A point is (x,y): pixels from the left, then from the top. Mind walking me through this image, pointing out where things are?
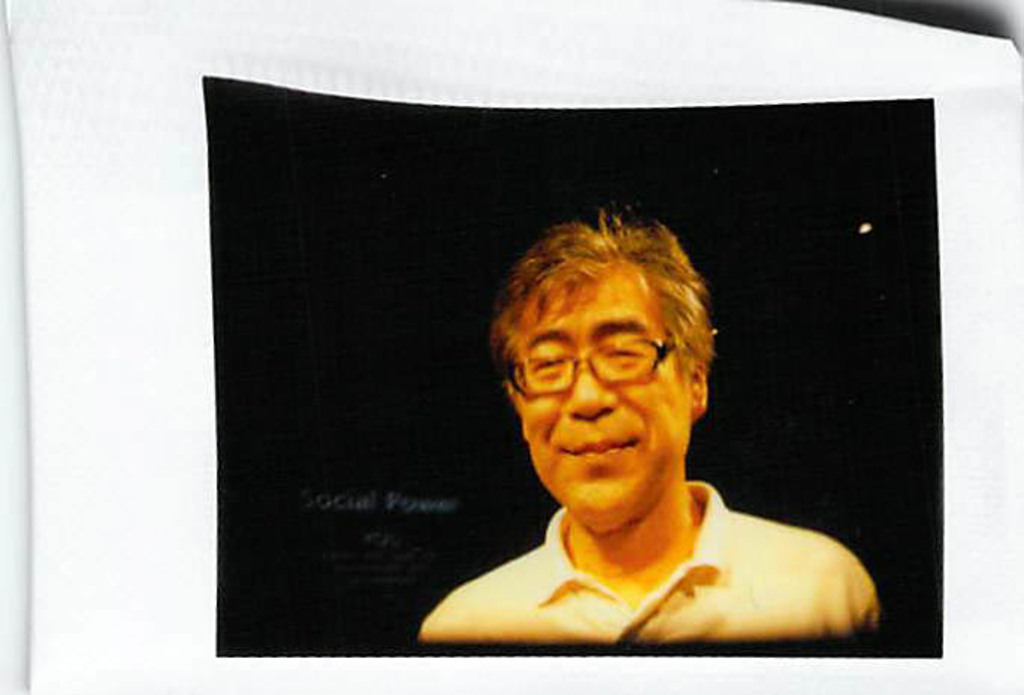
In this image there is a poster (477,486) having a picture (727,375) of a person (493,575). Person (540,588) is wearing shirt (544,620) and spectacles (527,391).
